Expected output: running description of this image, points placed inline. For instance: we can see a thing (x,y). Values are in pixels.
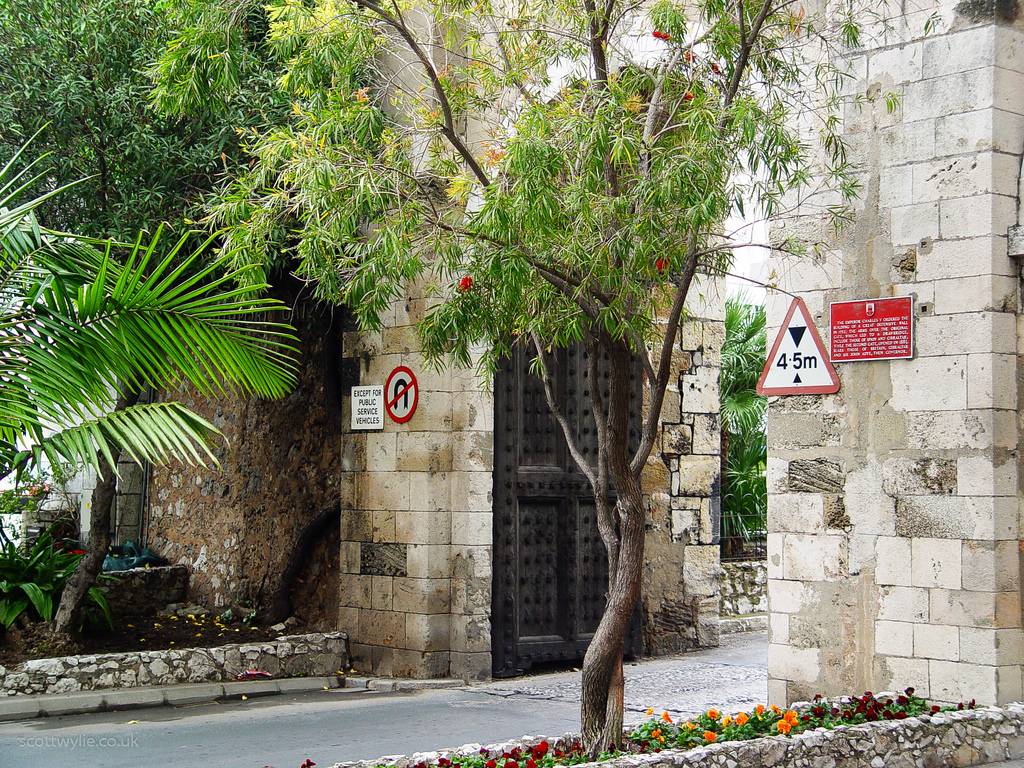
In this image there are trees (318,190), there is a wall (312,347), there are boards (878,331) on the wall (466,394), there is text (364,398) on the board (377,395), there are plants (732,726), there are flowers (781,719), there is the road (233,705).
